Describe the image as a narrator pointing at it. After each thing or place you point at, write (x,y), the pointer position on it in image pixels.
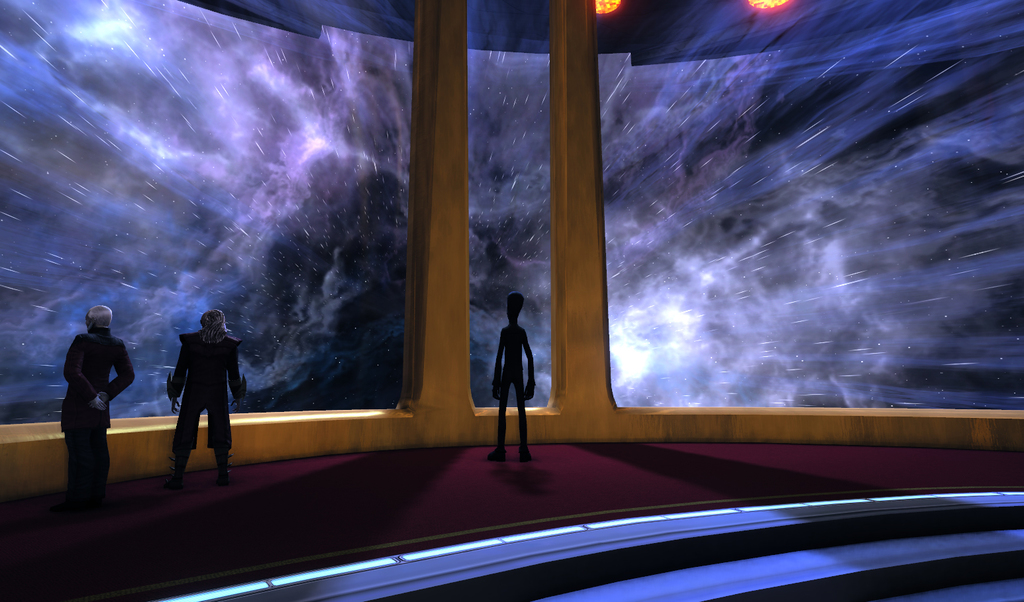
This is an animated image. In this image we can see the depictions (203,364) of the persons (216,373), in front of them there is a glass (270,290) through which we can see the stars (121,234) in the space (129,123).
